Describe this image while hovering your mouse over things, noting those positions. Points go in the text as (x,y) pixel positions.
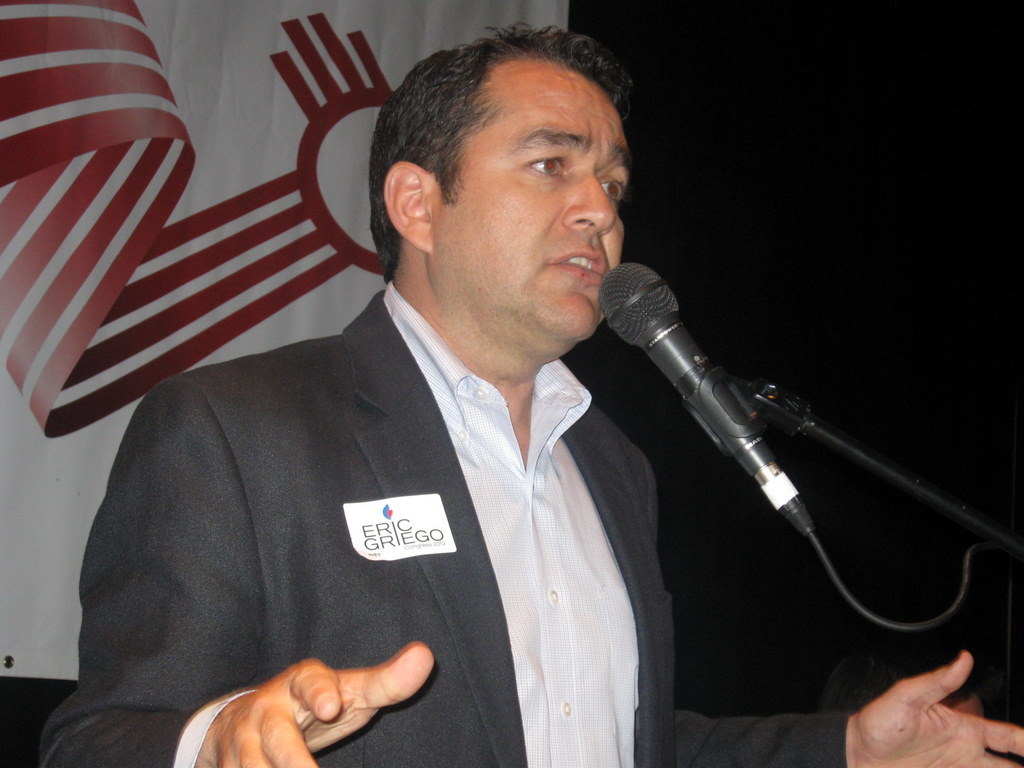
In this image there is a person (378,503) on the stage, a microphone (803,516) to a stand (1002,544) and a poster (193,182) with some image (134,242).
